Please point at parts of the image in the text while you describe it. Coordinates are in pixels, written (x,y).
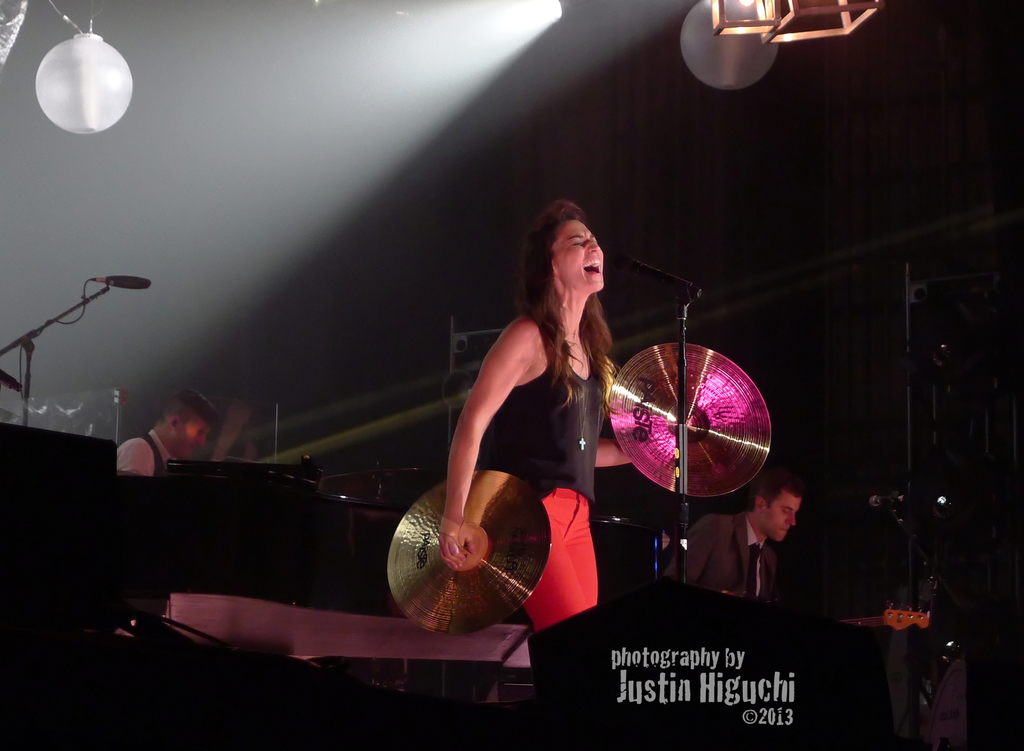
In this picture I can see couple of men (776,497) and a woman (497,442) playing musical instruments (704,476) and I can see couple of microphones (686,414) and text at the bottom of the picture (744,670).
